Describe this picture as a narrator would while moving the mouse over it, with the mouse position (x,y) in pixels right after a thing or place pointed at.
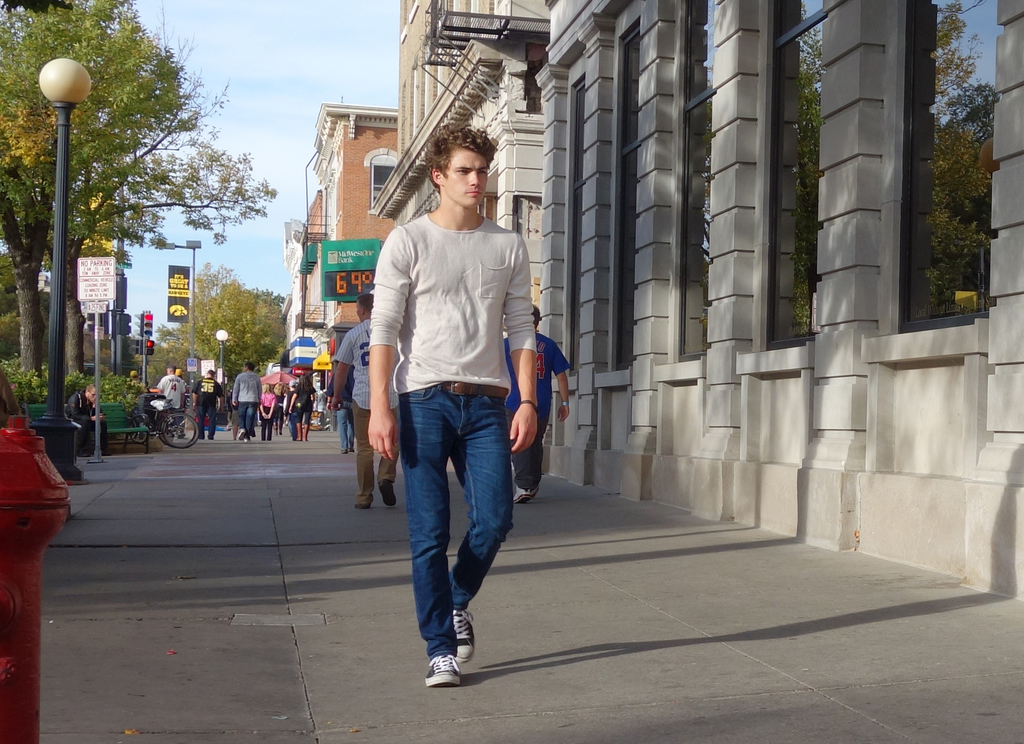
In this image I can see a path (342,567) and on it I can see number of people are standing. I can also see few buildings (847,250), poles (58,297), few boards (326,279), trees (179,359), lights (58,73), signal lights (147,324), the sky (317,6), shadows (282,493) and on these boards (99,285) I can see something is written. Here I can see a red colour fire hydrant (26,454).
